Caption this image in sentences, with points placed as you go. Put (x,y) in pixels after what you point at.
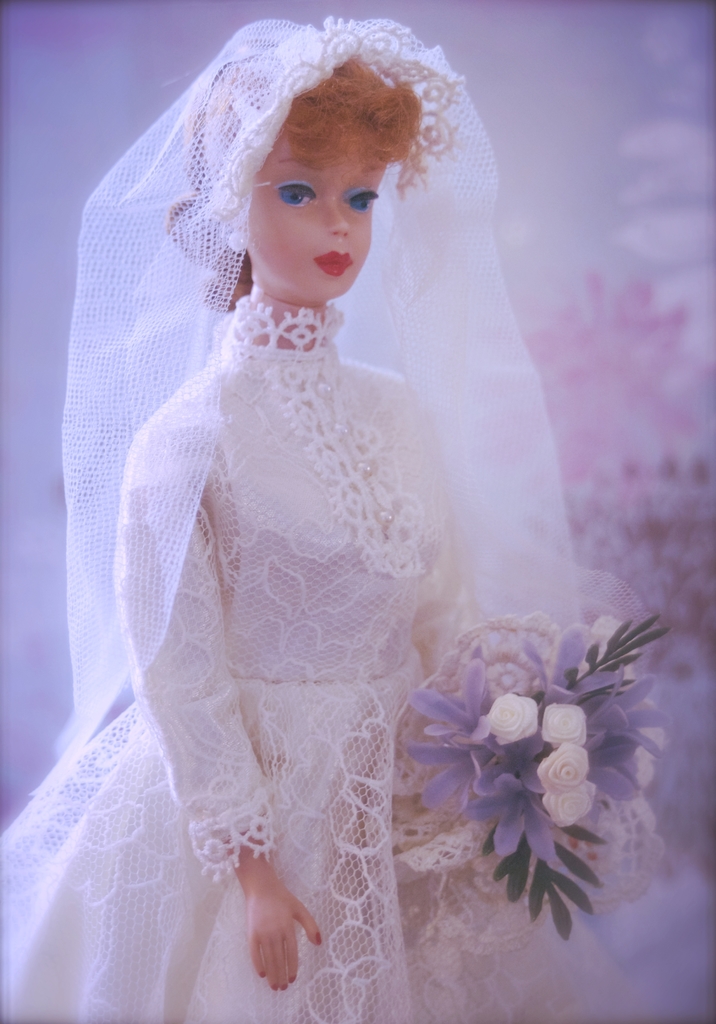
In this picture there is a doll (264,268) in the center of the image (428,621), by holding flowers (527,757).
